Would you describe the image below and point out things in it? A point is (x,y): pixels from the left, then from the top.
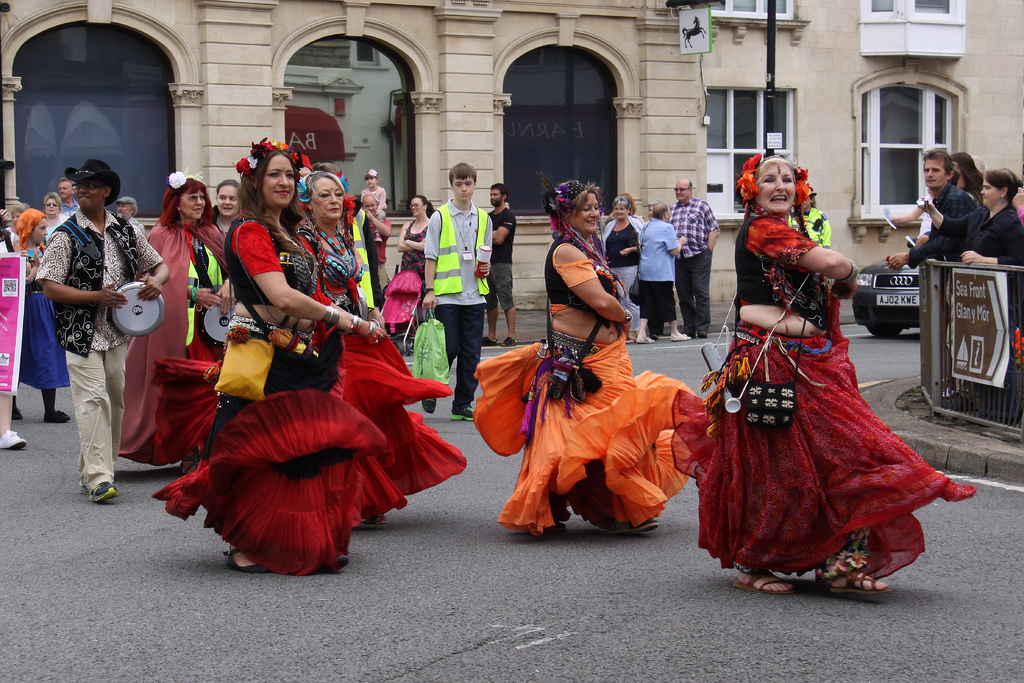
In this image, I can see a group (585,301) of dancing and few people (649,218) standing on the road (862,349). On the right side of the image (962,293), this is a board (1007,312), which is attached to the iron grilles (1020,337). In the background (313,139), there are buildings (616,92) with windows (718,118), pole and a car (880,285). On the left side of the image (111,442), I can see a man (82,332) playing a musical instrument (128,302).
